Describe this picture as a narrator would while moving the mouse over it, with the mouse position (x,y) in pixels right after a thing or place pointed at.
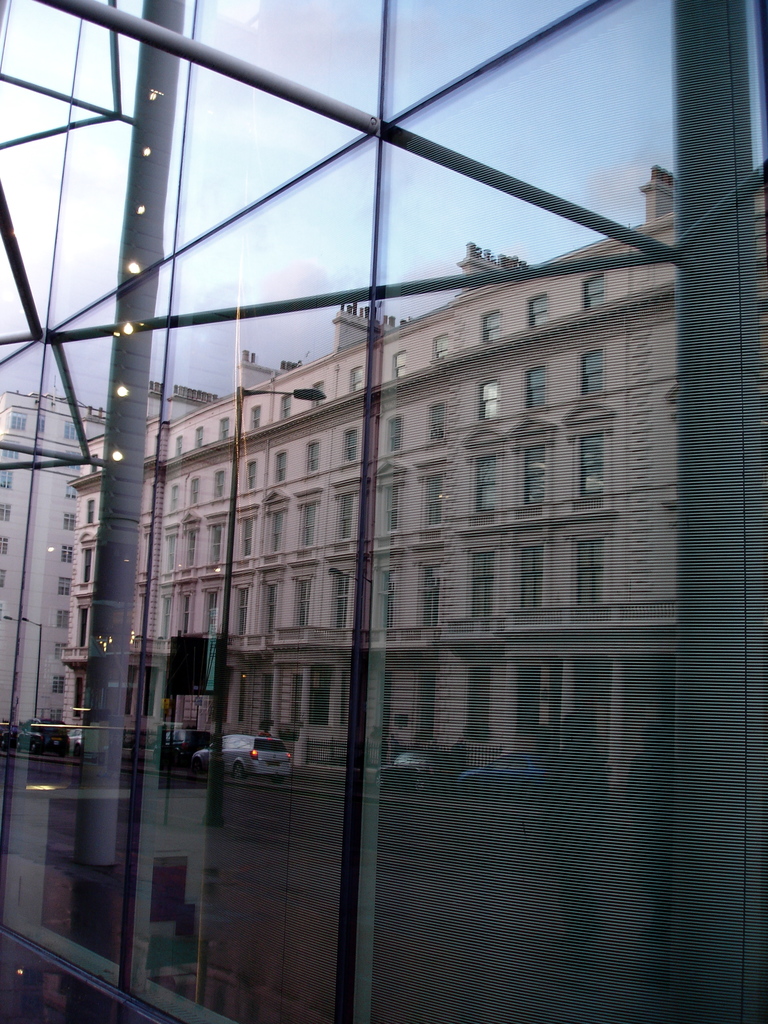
In this picture we can see a transparent material (176,530) and iron rods (99,569). On the transparent material (103,420), we can see the reflection of lights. Behind the iron rods (168,35) there are buildings (656,487), poles (128,499) and some vehicles (280,750) on the road (68,754). Behind the buildings (221,556) there is the sky (374,95).
